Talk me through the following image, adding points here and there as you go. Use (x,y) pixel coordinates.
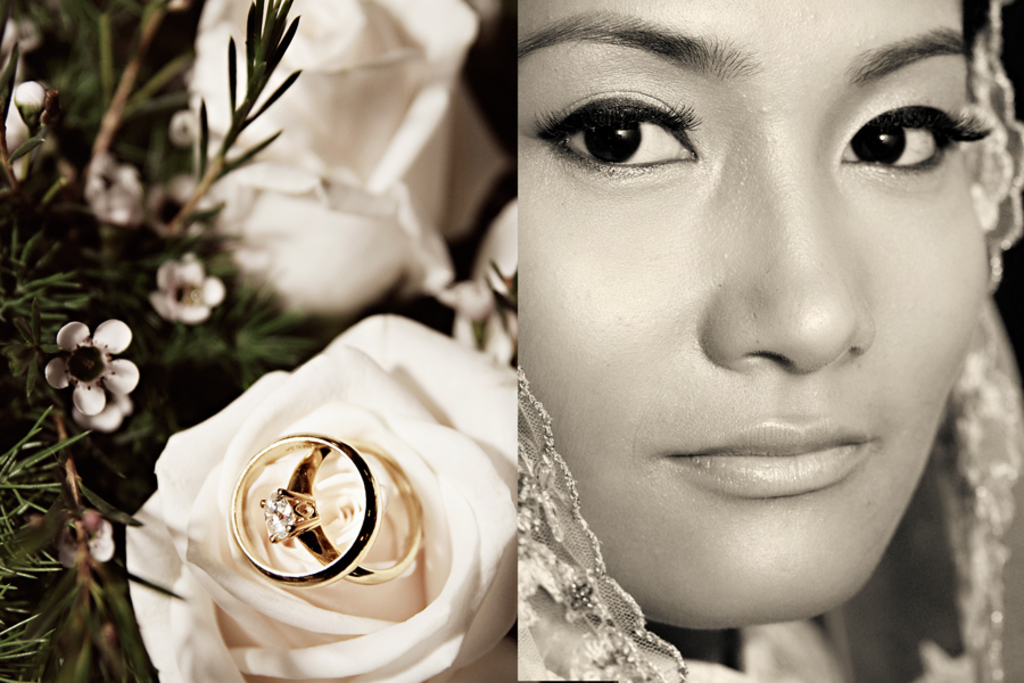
It is a collage image. On the right side of the image (832,348) there is a person (766,506). On the left side of the image (192,490) there are rings (281,497), flowers (283,396) and leaves (146,256).
